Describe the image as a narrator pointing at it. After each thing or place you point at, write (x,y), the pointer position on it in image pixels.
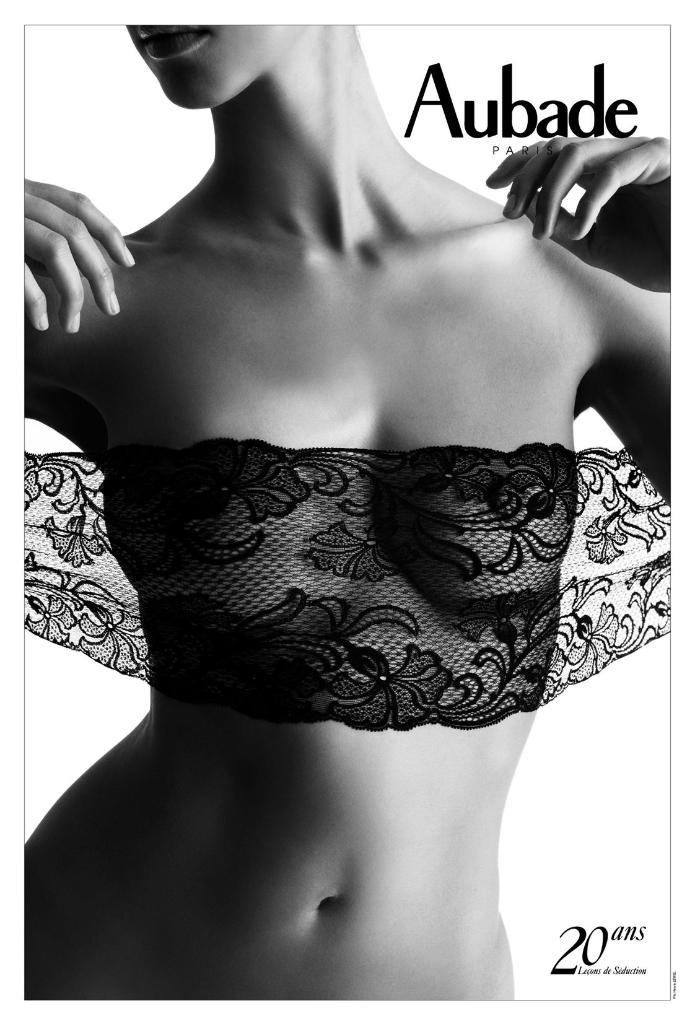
Black and white picture. In this picture we can see a woman (343,608). Right side of the image (622,928) there are watermarks (608,113).
